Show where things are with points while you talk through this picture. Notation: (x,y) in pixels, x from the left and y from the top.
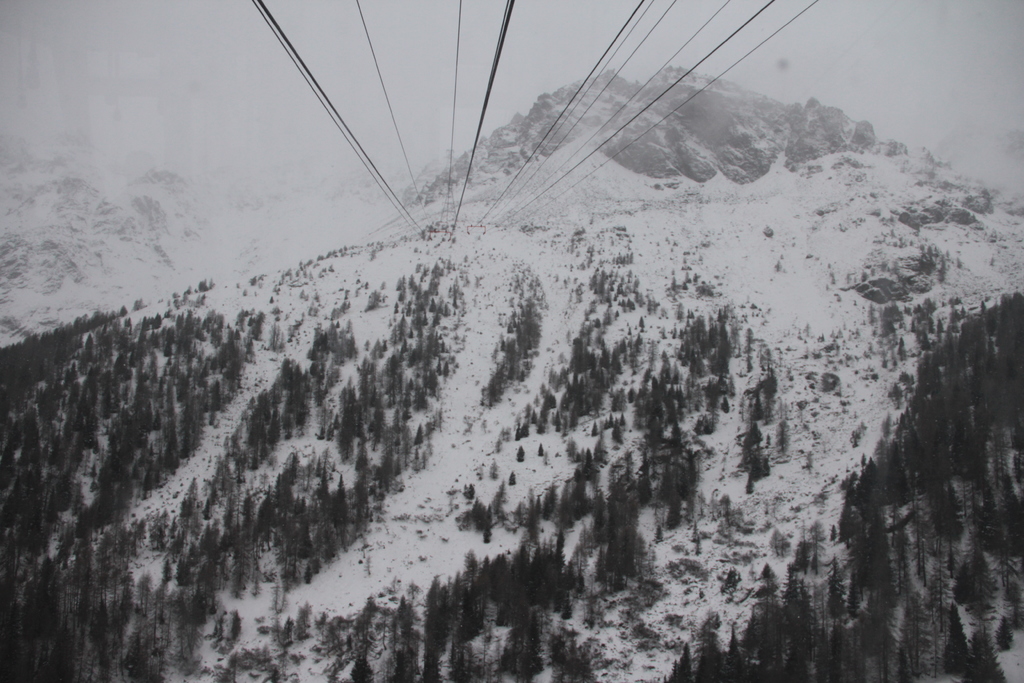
In this picture there is ice mountain (161,569) with long trees (524,616). Behind there are some mountain (520,208) and above we can see the cables (535,176).
